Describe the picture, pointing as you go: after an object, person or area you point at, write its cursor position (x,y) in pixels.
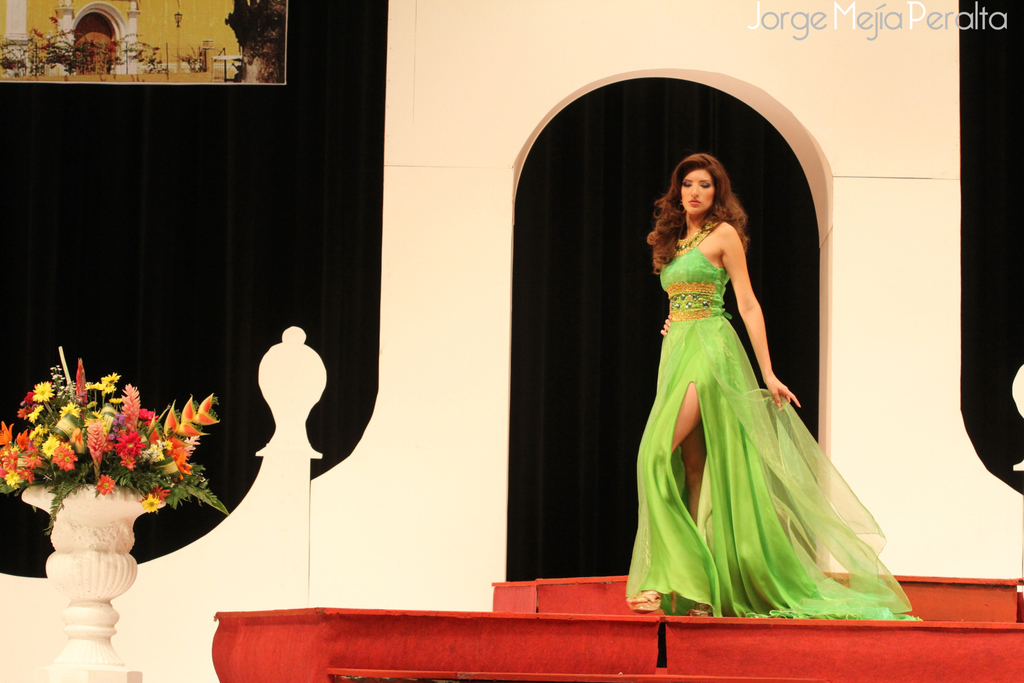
In this image we can see a lady (757,427). In the background (490,239) there is an arch (473,110) and we can see a curtain (625,253). On the left (177,423) there is a flower vase (141,444) and we can see stairs (616,644). At the top (149,80) we can see a picture (283,69).
